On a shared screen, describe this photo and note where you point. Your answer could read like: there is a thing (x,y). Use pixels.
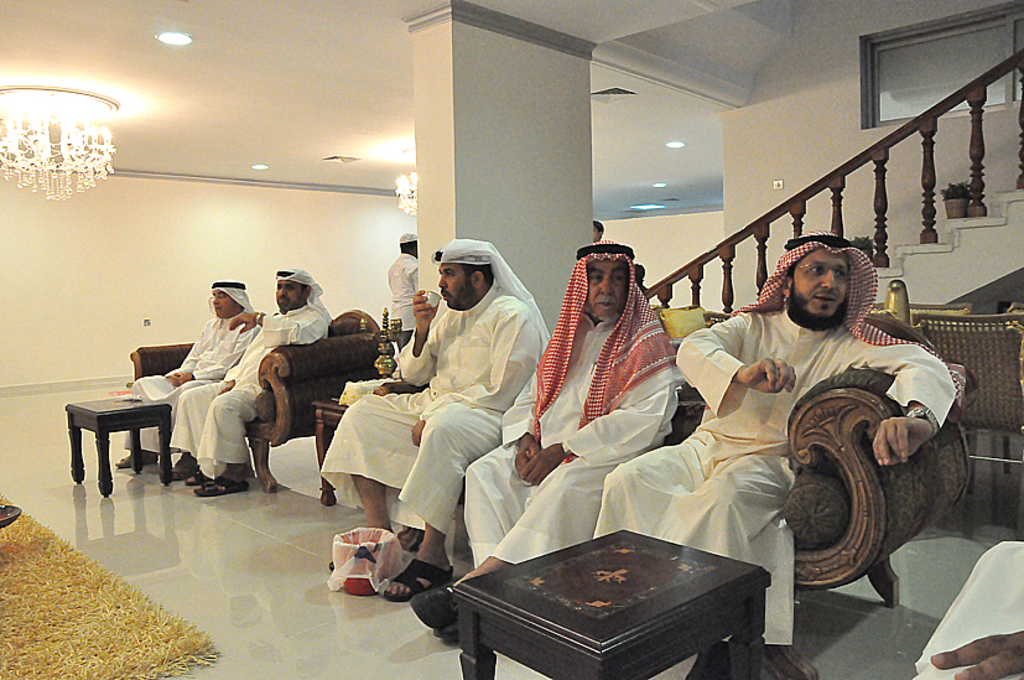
In the image we can see there are men (527,399) who are sitting on the sofa (871,438) and there is a stairs (930,173) at the back (731,298) and on the top (90,143) there is a chandelier (51,158).
